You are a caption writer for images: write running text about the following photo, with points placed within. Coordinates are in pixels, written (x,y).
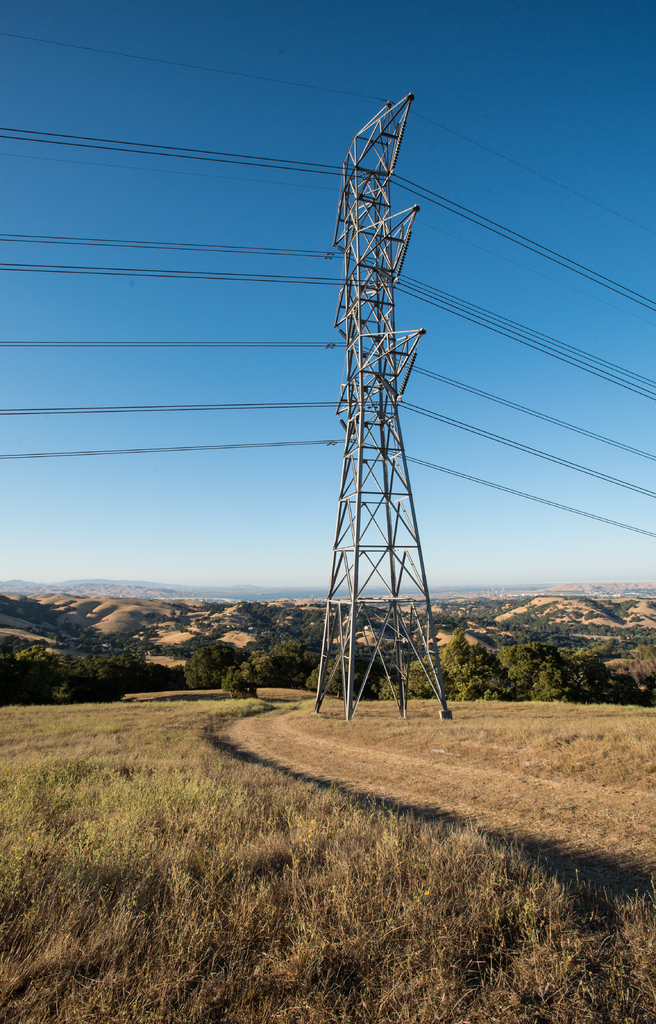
In this picture we can see a tower (361,293) in the middle (367,481), at the bottom (389,872) there is grass (359,832), in the background (538,656) we can see some trees (413,626), there are some wires (543,340) and the sky (287,210) at the top of the picture (275,55).
